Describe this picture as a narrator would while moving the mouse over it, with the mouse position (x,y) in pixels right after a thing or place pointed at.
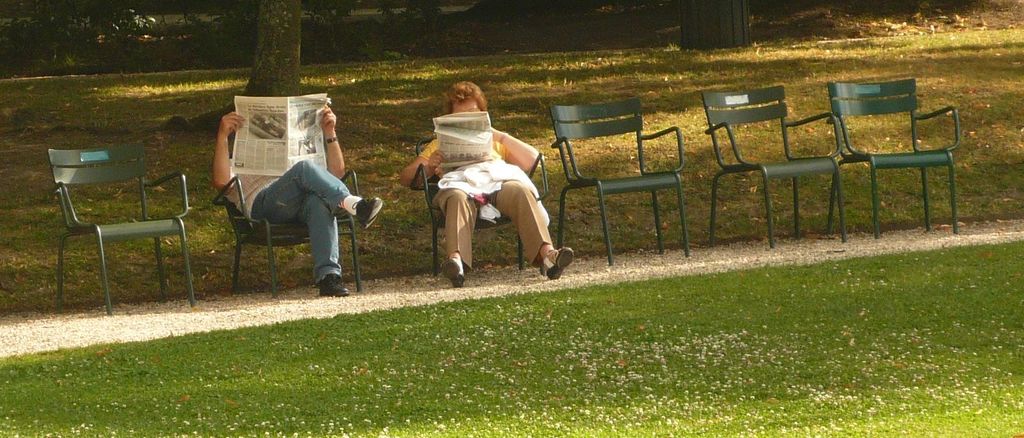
In this image there are two people (348,210) sitting on chairs (241,187) reading newspapers (314,152), beside them there are empty chairs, in front of them there is grass (446,360), behind them there are trees (131,35).
